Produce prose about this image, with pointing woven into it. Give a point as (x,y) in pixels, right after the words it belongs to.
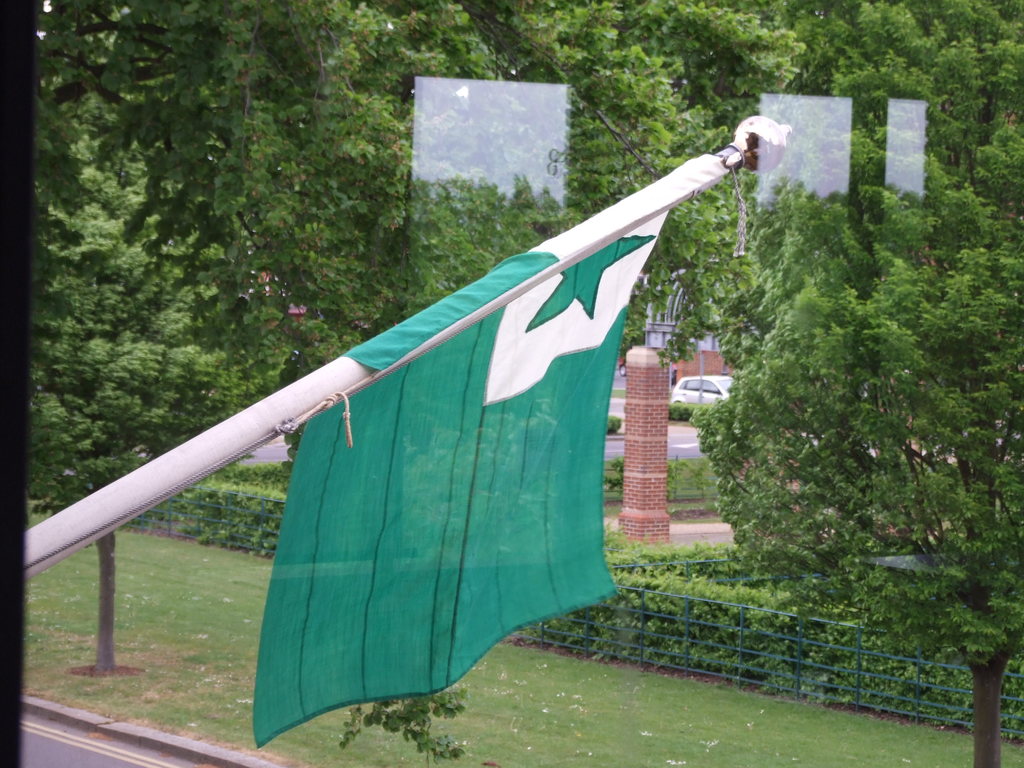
This image is clicked from behind a glass window (709,526). Outside the window (150,540) there is a flag (415,422) to a pole (244,418). There is grass (570,739) on the ground (308,726). There is a railing (735,629). Behind the railing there are hedges (668,557). In the background (363,148) there are trees (731,353), buildings (718,354), pillars (664,444) and vehicles (723,392) moving on the road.
